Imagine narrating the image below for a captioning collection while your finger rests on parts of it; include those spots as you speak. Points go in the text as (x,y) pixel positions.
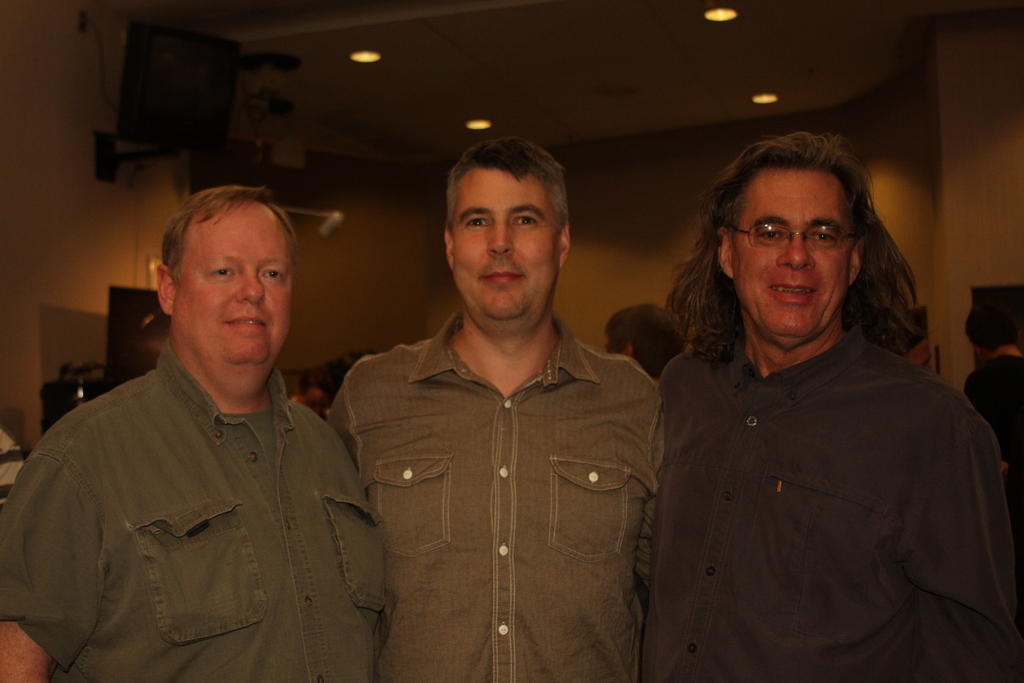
In this image there are three persons (423,376) standing and smiling, and in the background (651,289) there are group of people (999,385), lights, wall (23,266).
